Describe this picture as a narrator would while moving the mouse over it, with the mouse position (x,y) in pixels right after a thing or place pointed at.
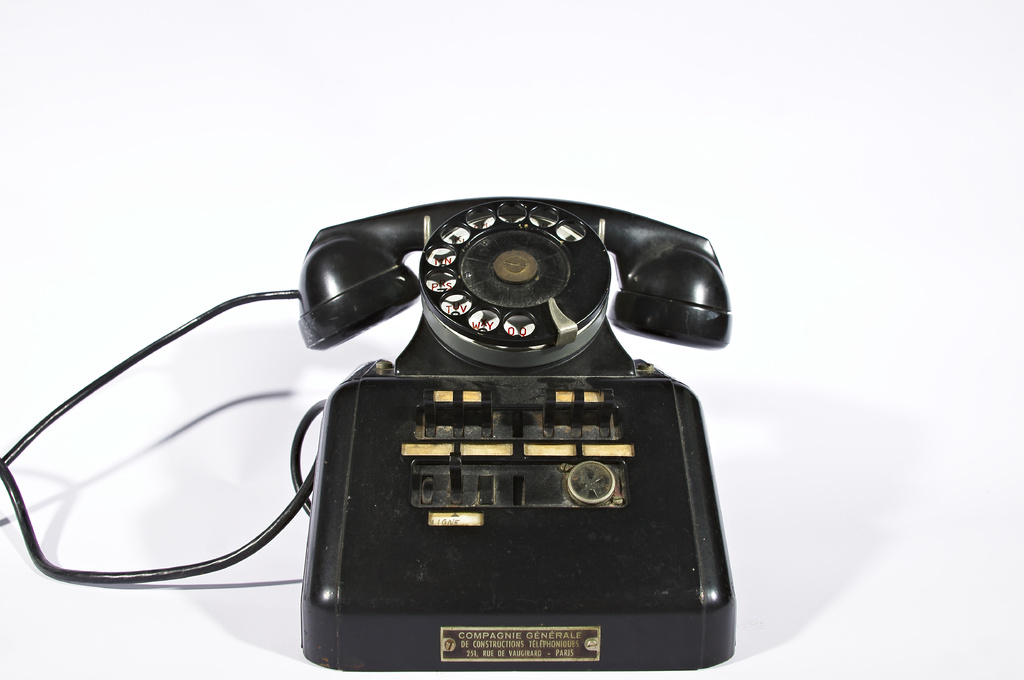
In this image there is a black color telephone (413,432) having some tag (521,645) with some text (528,641) on it is attached to it. Background (17,230) is white in color.
